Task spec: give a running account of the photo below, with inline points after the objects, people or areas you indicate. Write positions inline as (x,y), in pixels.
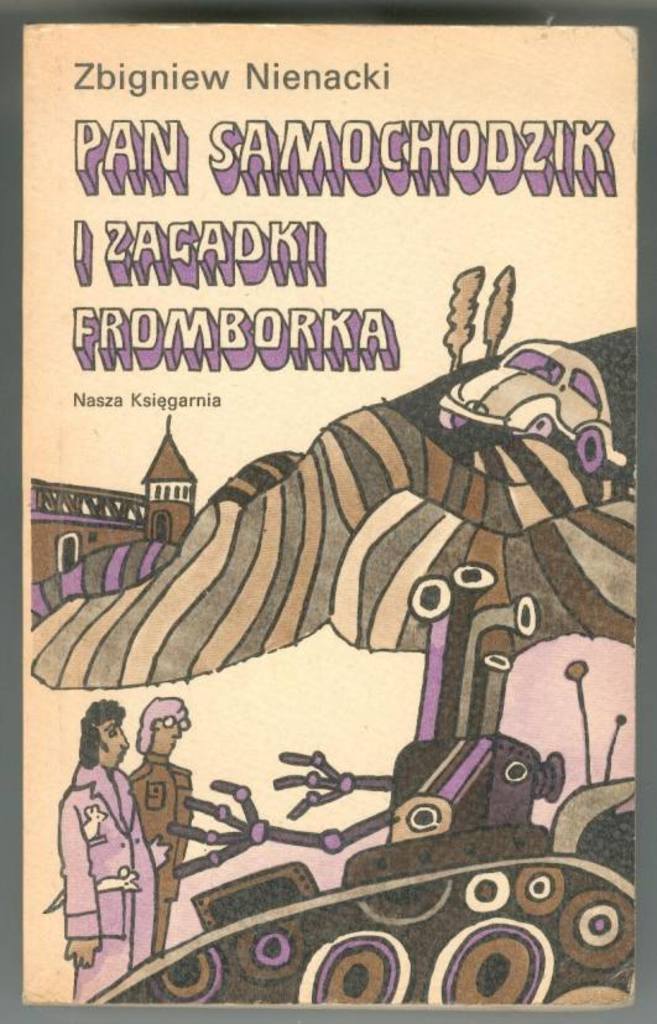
This is a poster having texts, an animated image (350,671) and black color border (178,17). In the image, there are two persons (171,701), a robot (545,837), a vehicle (476,379), a building (183,480) and trees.
